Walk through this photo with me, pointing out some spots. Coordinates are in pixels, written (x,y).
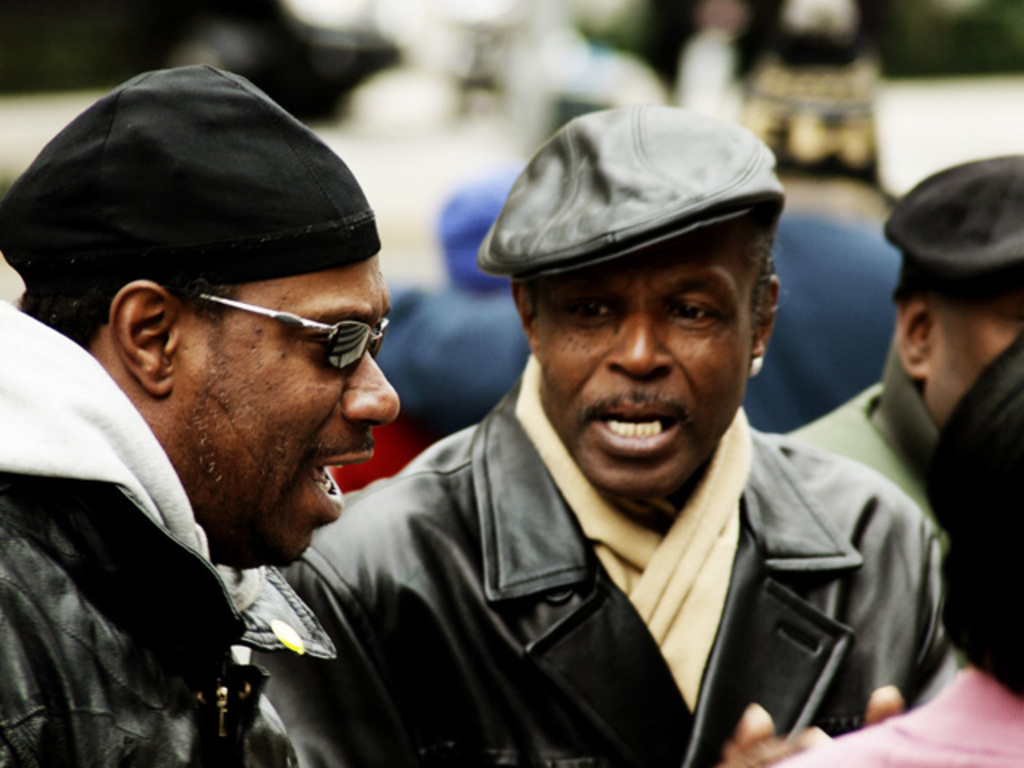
In the foreground of the picture (756,665) there are two men (270,629) in black jackets (93,679), talking. On the right (940,497) there are two persons (919,405). The background (414,219) is blurred. In the background (474,346) there are people (474,346).
